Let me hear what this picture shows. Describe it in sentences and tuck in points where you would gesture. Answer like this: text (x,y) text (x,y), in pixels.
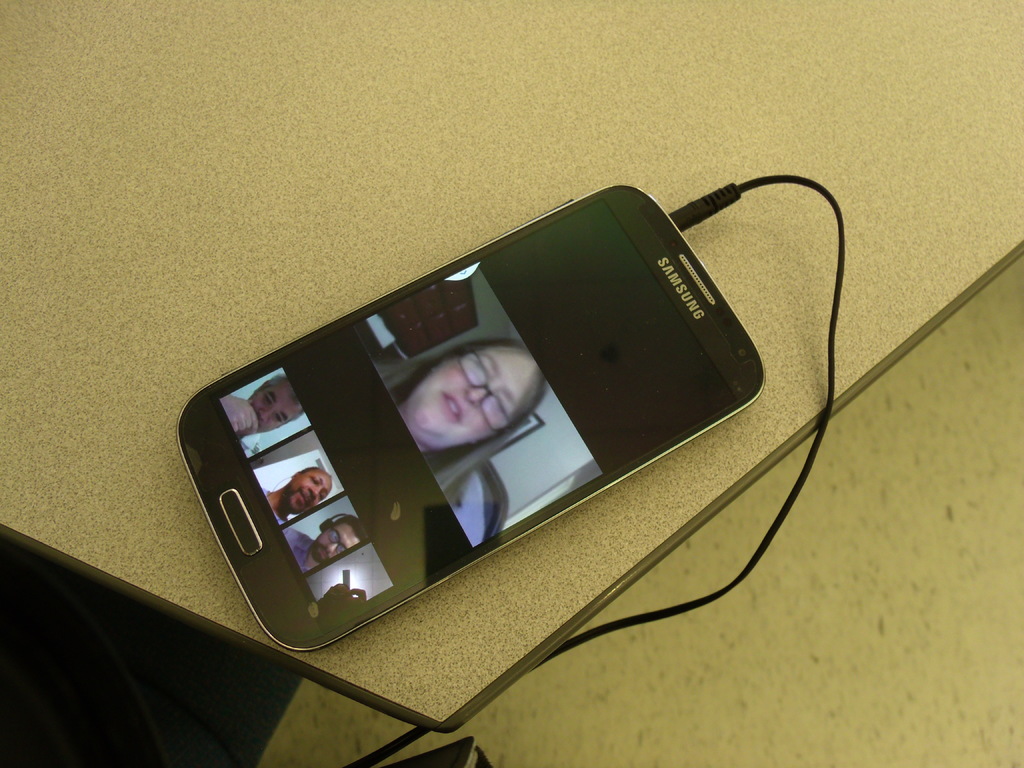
In the center of the image (658,485) there is a table (771,323). On the table (785,397) we can see mobile (479,399), wire (794,180) are present. At the bottom of the image (900,690) floor (908,736) is there.
